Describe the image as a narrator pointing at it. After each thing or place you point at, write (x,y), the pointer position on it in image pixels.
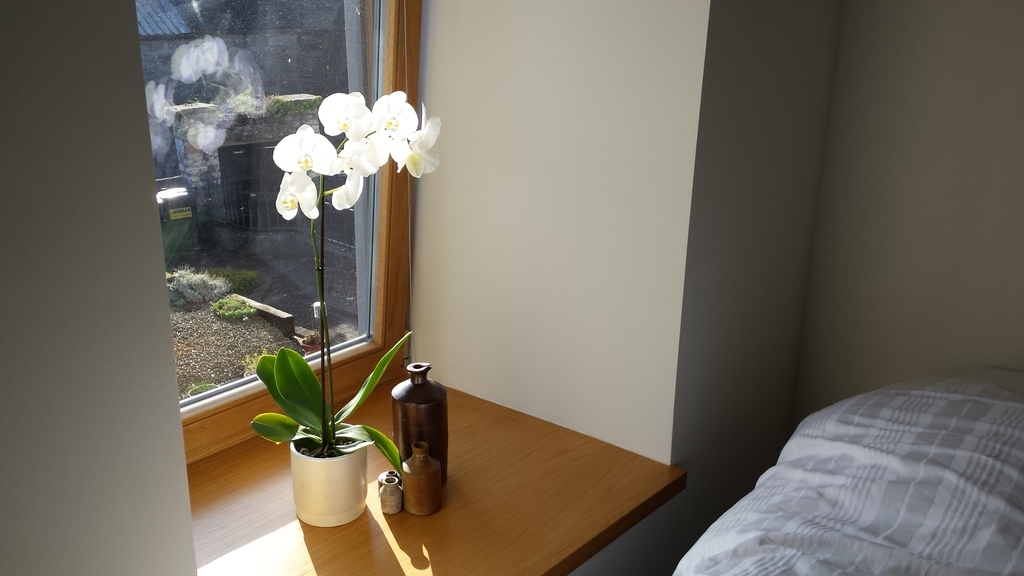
On the right side of the image (876,486) there is a bed (916,500). There is a wall (787,210). In the center of the image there is a wooden board (561,507). On top of it there is a flower pot (334,481) and a few other objects (417,407). In the background of the image (327,17) there is a glass window (218,257) through which we can see a metal fence (236,220), plants (229,277) and a wall (183,132).
